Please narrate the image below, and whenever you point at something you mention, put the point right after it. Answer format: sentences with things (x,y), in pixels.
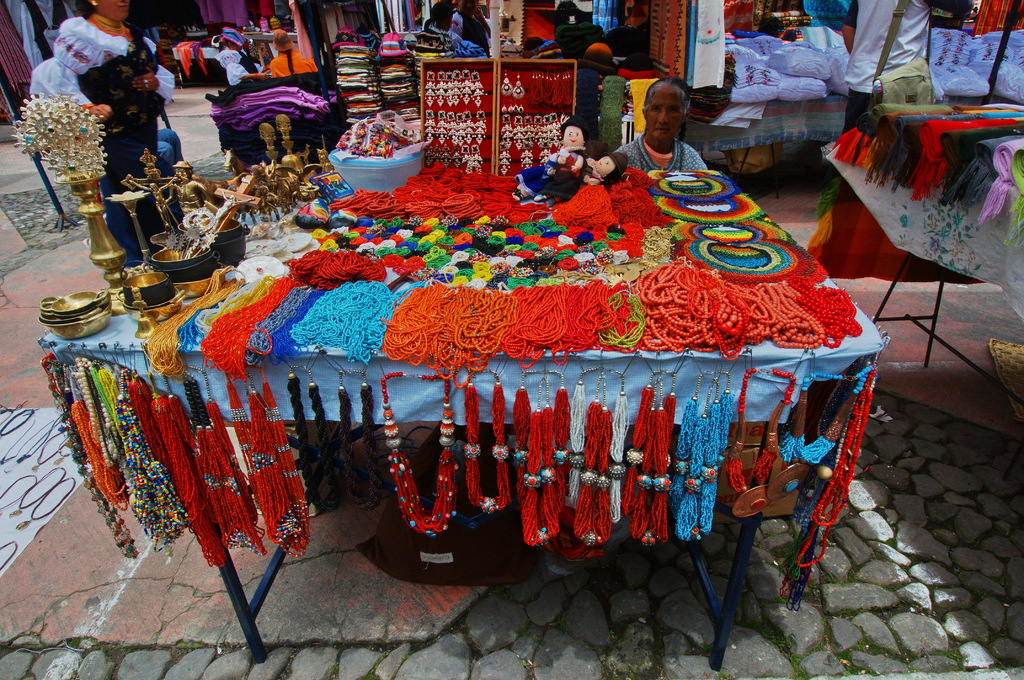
In this image there are tables (685,301) and we can see accessories (125,430), statues (266,181), dolls (553,184), clothes (956,134) and some objects (358,148) placed on the tables (530,248). There is a stand (461,154) and we can see earrings (505,120) placed in the stand (539,115). On the left (91,49) there is a lady (86,64). In the center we can see a lady (662,129) sitting. At the bottom (255,621) there is a floor (57,514) and we can see chains (88,430).
